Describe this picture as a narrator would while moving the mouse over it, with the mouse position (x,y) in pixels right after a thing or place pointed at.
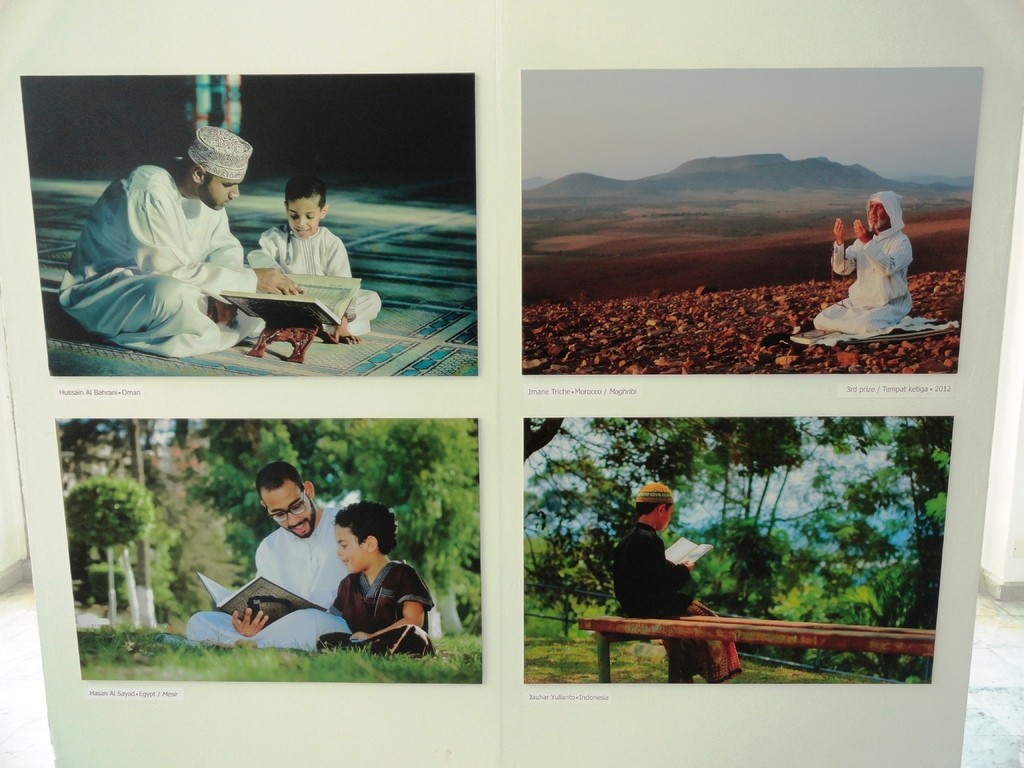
In this image I can see four pictures (426,220) on a white surface (443,38). In the bottom right-hand (706,663) image I can see a person (625,616) sitting on a bench (599,627) and looking into the book (685,559). In the background (726,531) there are some trees (772,559). In the top right-hand (893,231) image one person (886,249) is sitting on the knees (836,324) and praying. In the background (614,191) there is a hill (721,168). At the top of the image (741,123) I can see the sky (736,114). In the bottom left-hand (331,544) image a man (317,592) and a child (352,583) are sitting on the ground (269,652) and smiling by looking into the book (228,590). In the background (169,478) there are some trees (261,452). In the top left-hand (197,225) image a man (297,291) and a child (319,269) are sitting on the floor (282,372) and looking into a book (305,287). At the bottom of this image (1004,714) I can see the floor (990,676). In the background (1006,498) there is a wall (996,447).
